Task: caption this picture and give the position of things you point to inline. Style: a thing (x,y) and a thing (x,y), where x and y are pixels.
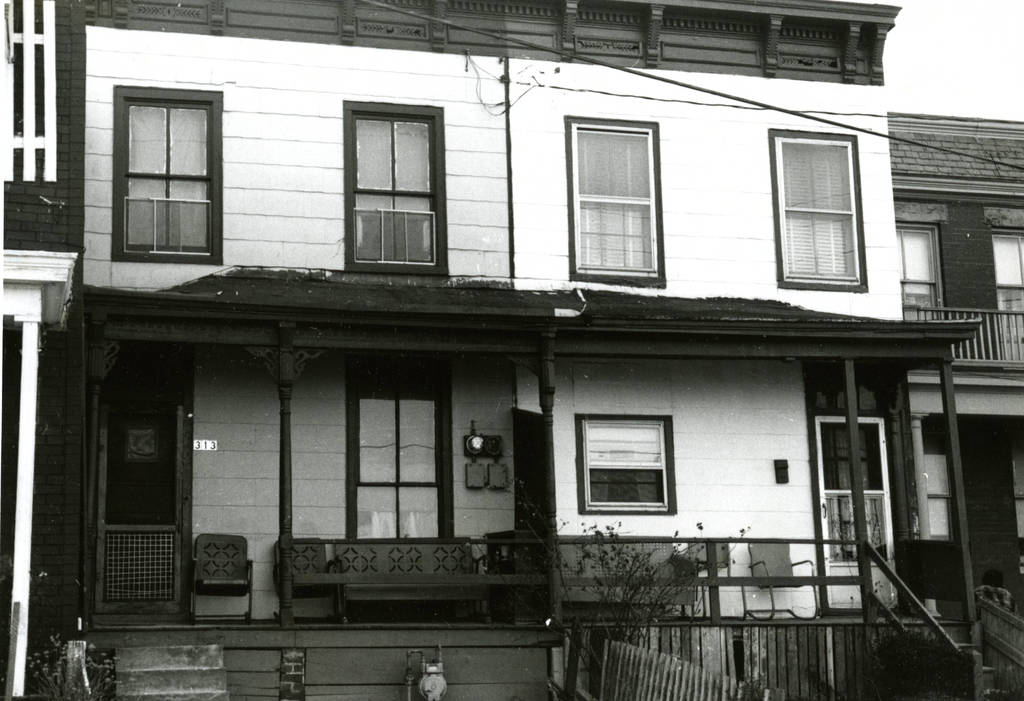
This is a black and white image. In this image there is a building (357,216) with windows (357,216), door (146,449), chairs (233,565), sofa (365,586). In front of the building (154,625) there are steps (191,678). Also there are plants (589,632) and railing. Near to the building (745,237) there is another building (985,293) with railings (992,332).
